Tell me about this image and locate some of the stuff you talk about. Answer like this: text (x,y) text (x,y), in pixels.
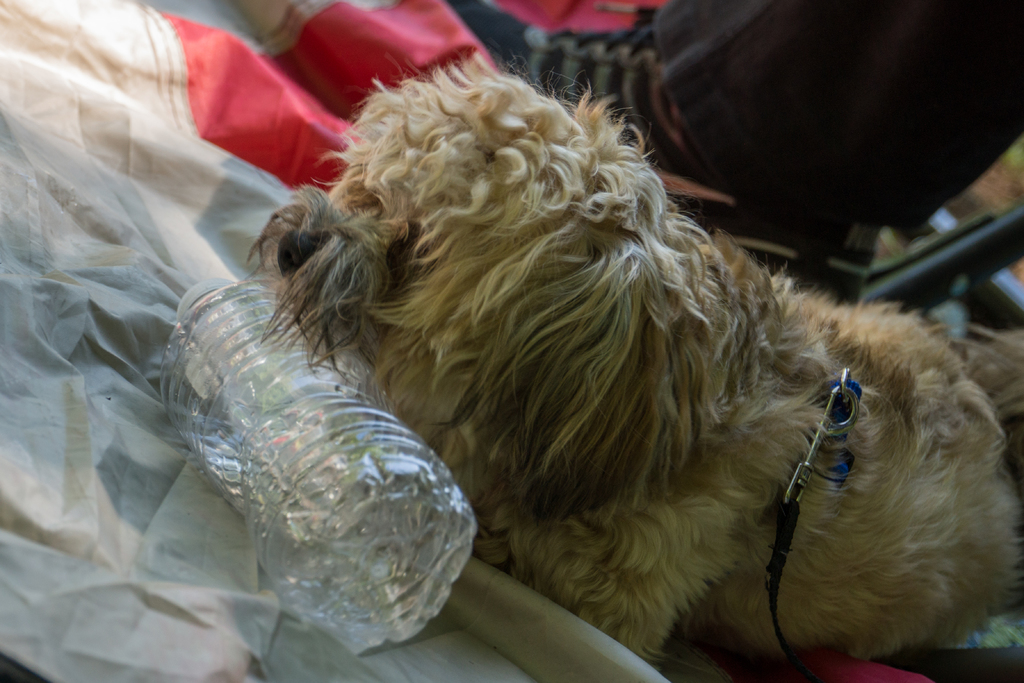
In the image there is a puppy (641,339) tied to a rope (825,418). There is a cloth (196,566) under it and a empty water bottle (261,446) near its head (564,188). There is person (766,201) with black shoe (630,91) visible at the right side (740,164) corner of the image.
